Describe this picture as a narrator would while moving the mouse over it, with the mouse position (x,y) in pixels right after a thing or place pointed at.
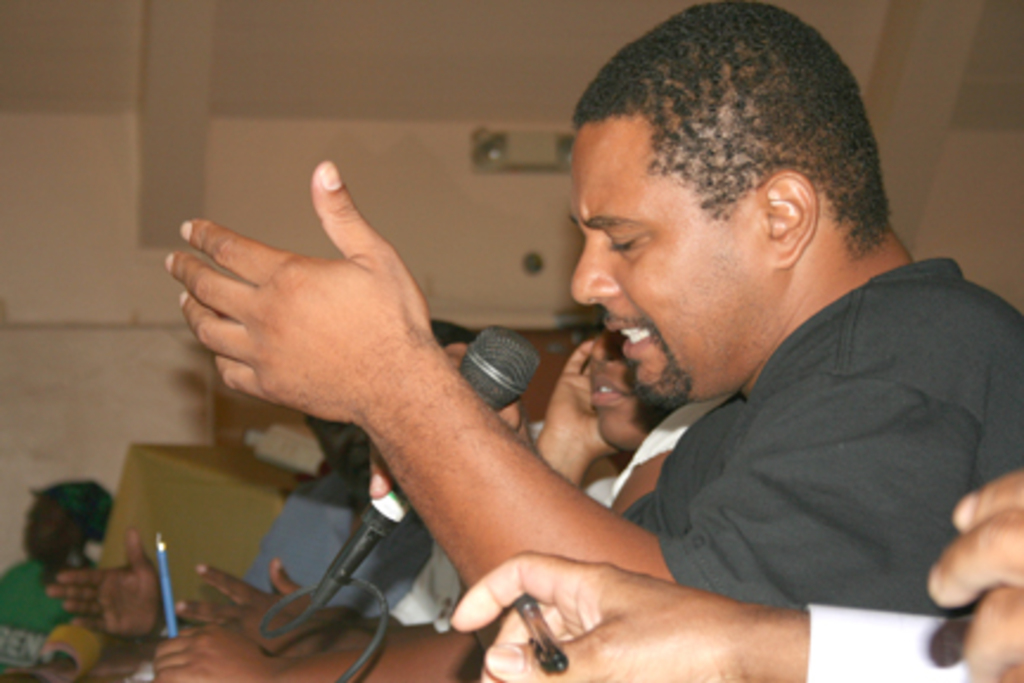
In the center of the picture (674,234) there is a person (691,375) in black shirt (848,422) singing. On the right (976,559) we can see a person's hands (629,648). In the background (326,462) there are people (576,379) and wall (311,112).
